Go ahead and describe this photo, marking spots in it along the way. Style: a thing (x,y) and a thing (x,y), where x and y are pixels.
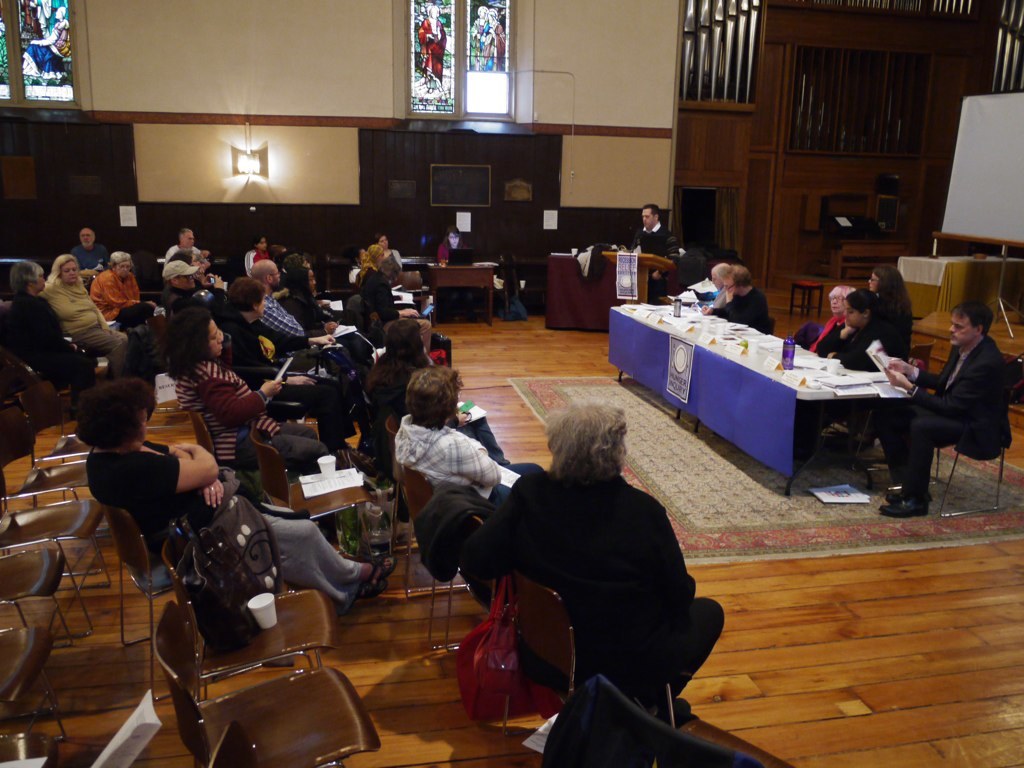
This picture is taken inside a room (796,588). There are people (920,382) sitting on the chairs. There are tables (714,414), stall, board (1003,154), lights (252,166) and carpet (647,407) on the floor (818,671) in the room (697,505). In the right corner (792,374) there is a table (795,386) on which bottles (678,308), boards (717,335) and papers (815,365) are placed. On chairs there are also papers (332,479), paper cups (263,602) and bags (241,590) placed. On the window (70,54) there is an art (70,54).
